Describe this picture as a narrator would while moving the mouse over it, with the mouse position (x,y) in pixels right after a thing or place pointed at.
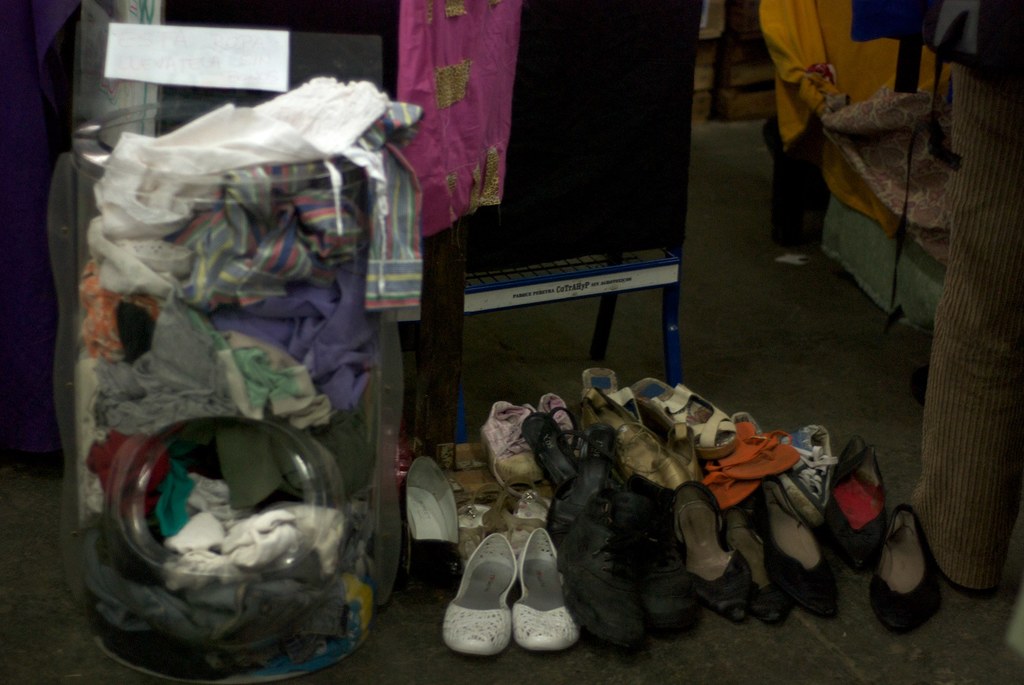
In this image I can see a tub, on the tub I can see a clothes (388,184) and I can see shoes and chair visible on the floor (496,317).
